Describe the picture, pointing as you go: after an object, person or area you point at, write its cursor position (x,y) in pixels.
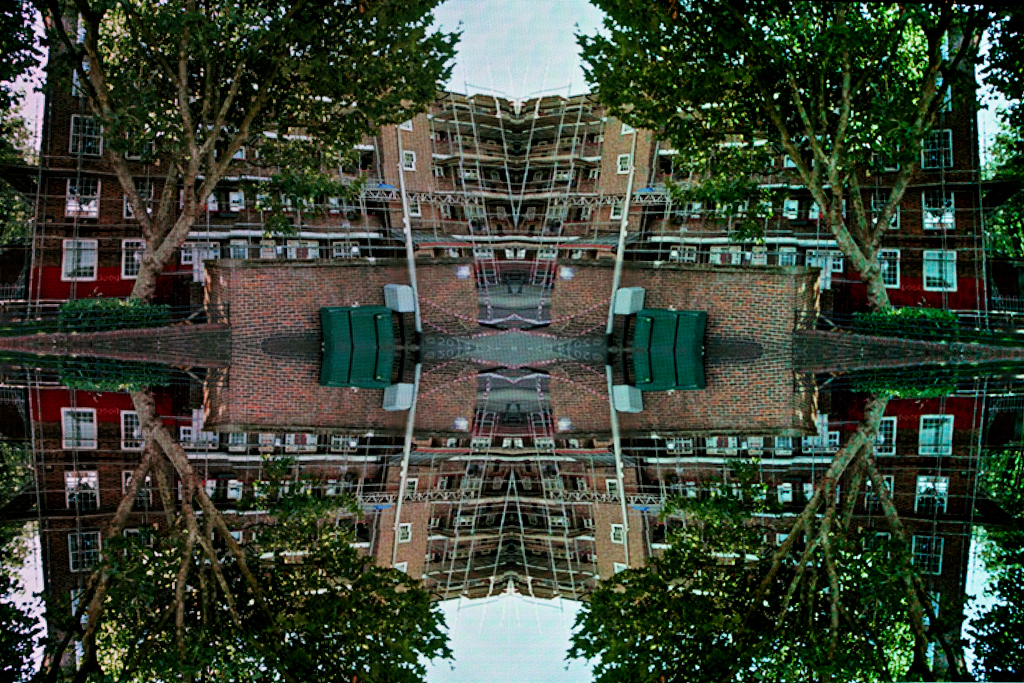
In the image we can see there are trees (6,231) and there are buildings (677,286). There is a mirror image (548,574) of trees (795,606) and buildings (423,477).
